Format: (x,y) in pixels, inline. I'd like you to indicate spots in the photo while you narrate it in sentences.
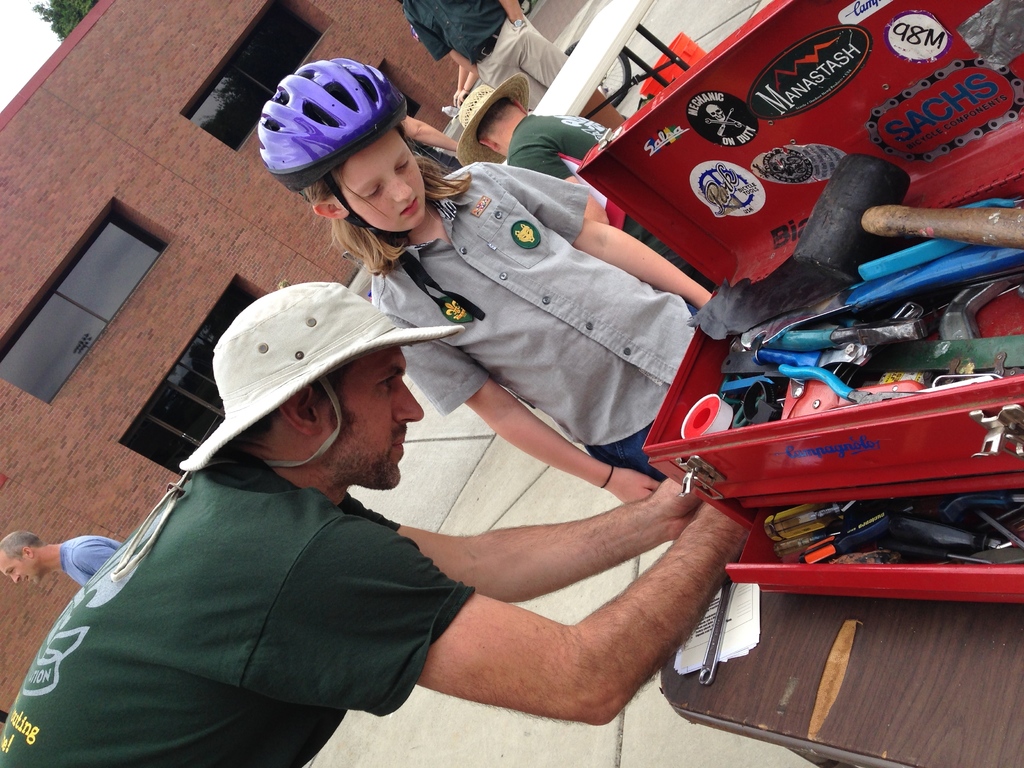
On the right side of the image (830,651) there is a table (749,720), on the table (749,720) there are some sticks (851,306) and products (836,314). Behind the table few people (367,77) are standing and sitting. Behind them there is a building (306,62). Behind the building (293,7) there is a tree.
